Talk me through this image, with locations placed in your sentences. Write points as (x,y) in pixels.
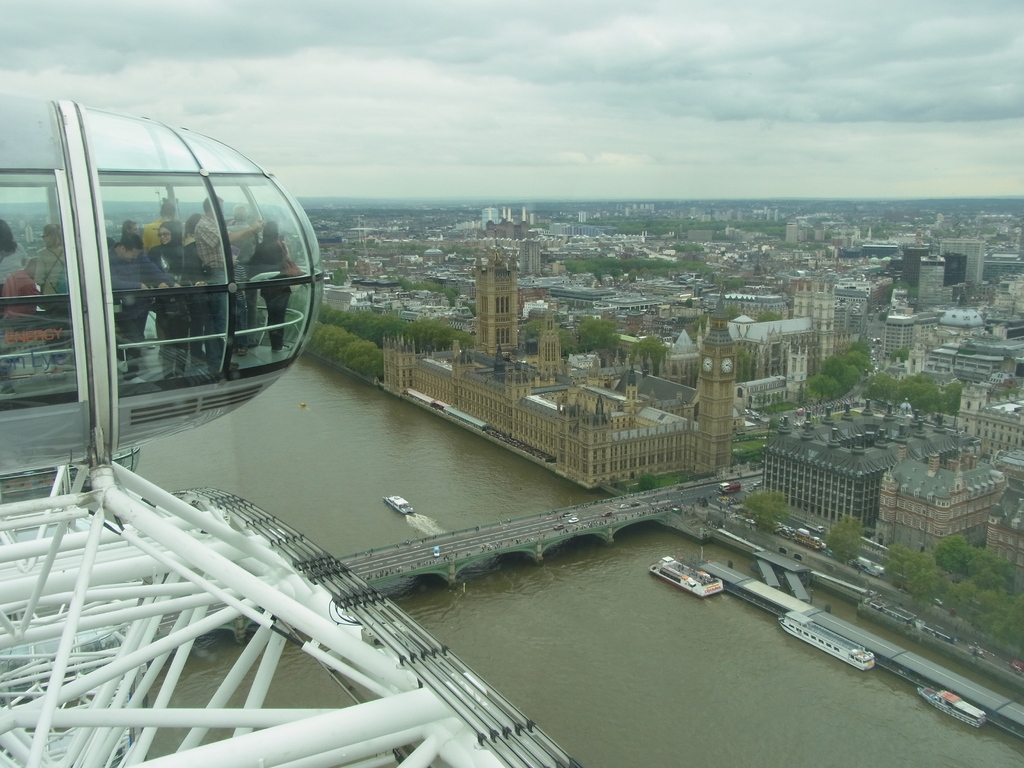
This is an Aerial view of houses of parliament (621,404), London where we can see a bridge (551,538), so many buildings (737,341) and the sky (534,71) is full of clouds (452,71).
